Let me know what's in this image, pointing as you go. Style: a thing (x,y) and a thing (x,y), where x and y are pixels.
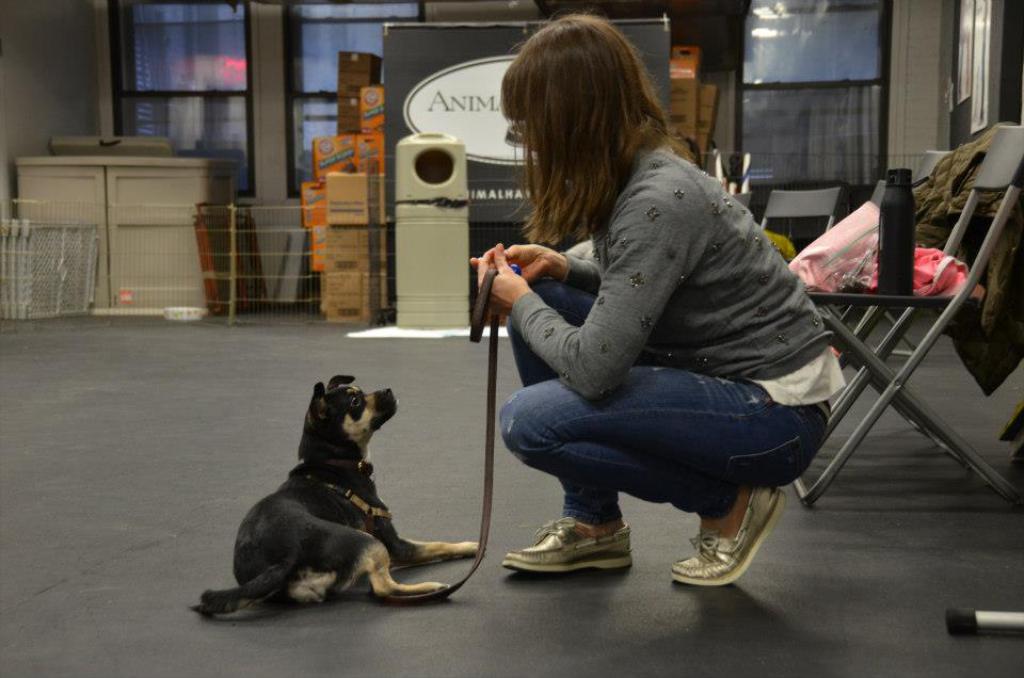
In this image I can see a person (604,411) with the dog (335,529). To the right (903,292) there are some objects (890,227) on the chair (908,309). In the background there are cupboards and a board (503,126).
